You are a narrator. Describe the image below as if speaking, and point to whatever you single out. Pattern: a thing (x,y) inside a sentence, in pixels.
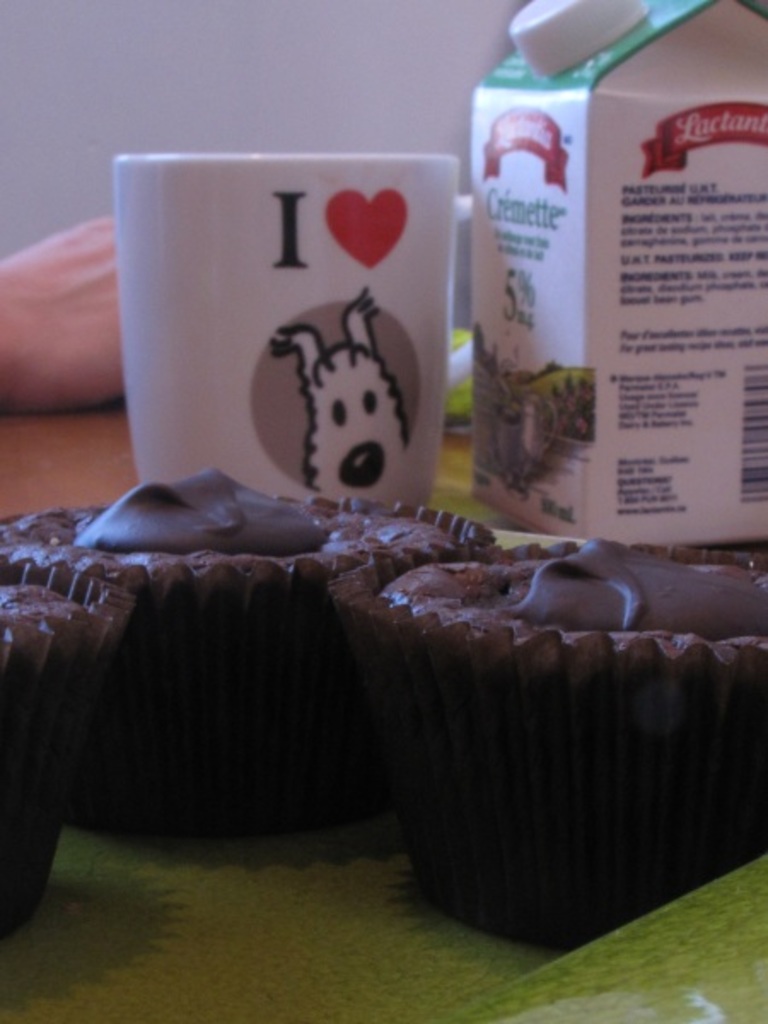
In this picture I can see 3 cupcakes (237,706) in front (651,827) which are of brown in color and behind the cupcakes (142,520) I see a cup (163,300) which is of white in color and I see an alphabet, a heart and a picture (363,346) of a dog (317,359) on it and I see a box (591,139) right to this cup (449,281) and on the box (577,366) I see something is written.
